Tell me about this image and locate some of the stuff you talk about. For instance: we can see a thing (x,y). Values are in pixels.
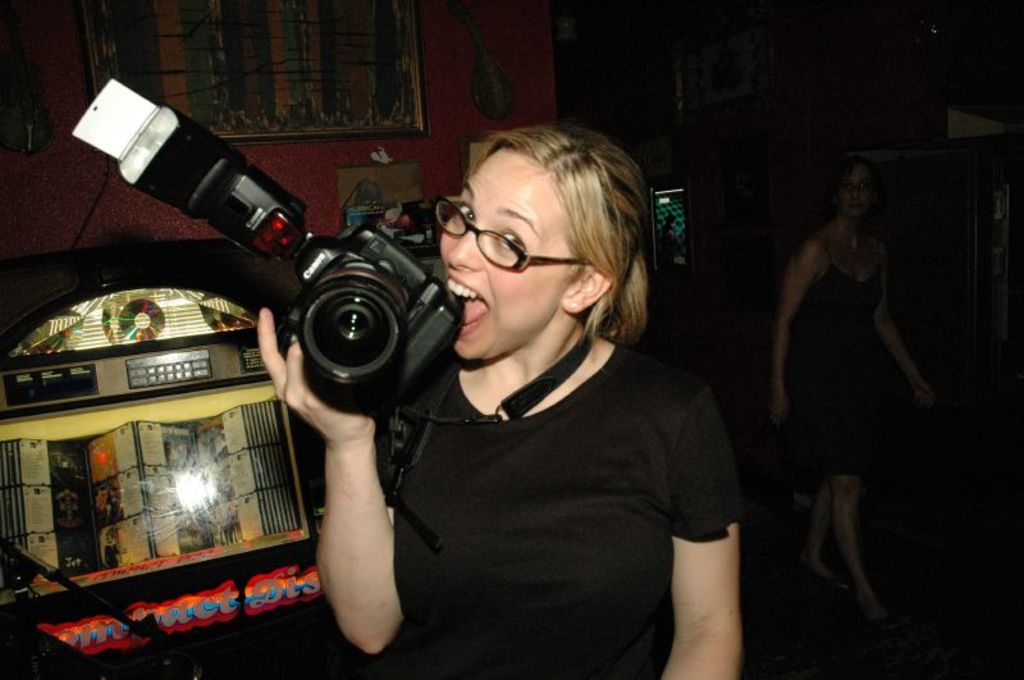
This person (477,367) holding camera (438,357). This person (806,334) standing. On the background (322,167) we can see wall (298,152), frame (276,61).
